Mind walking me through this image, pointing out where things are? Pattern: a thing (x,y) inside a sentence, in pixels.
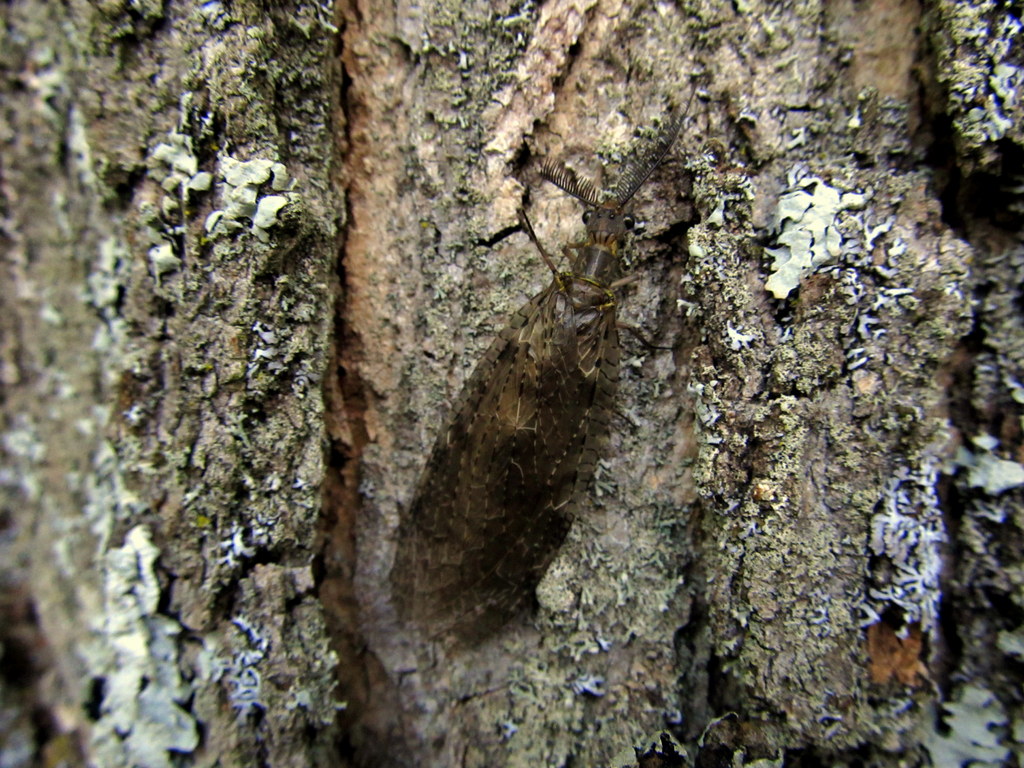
In this image there is an insect (485,526) on the trunk (499,323) of a tree (332,386).
